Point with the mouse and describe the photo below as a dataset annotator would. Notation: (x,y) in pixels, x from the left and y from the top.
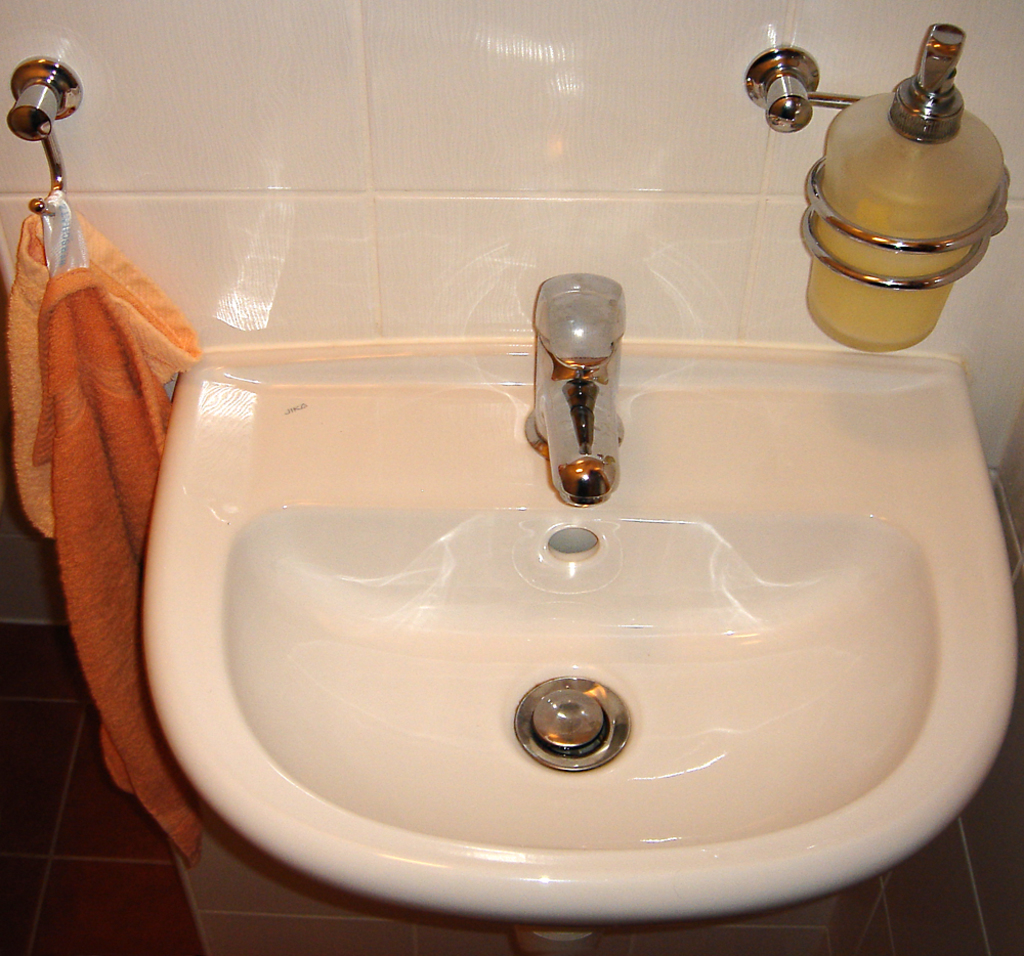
In the image there is white color sink (569,529) and white color tiles (558,220) and there is a tap (587,497) on the sink (561,588) and wash cloth (87,349) is hanged to the hanger (43,112).
